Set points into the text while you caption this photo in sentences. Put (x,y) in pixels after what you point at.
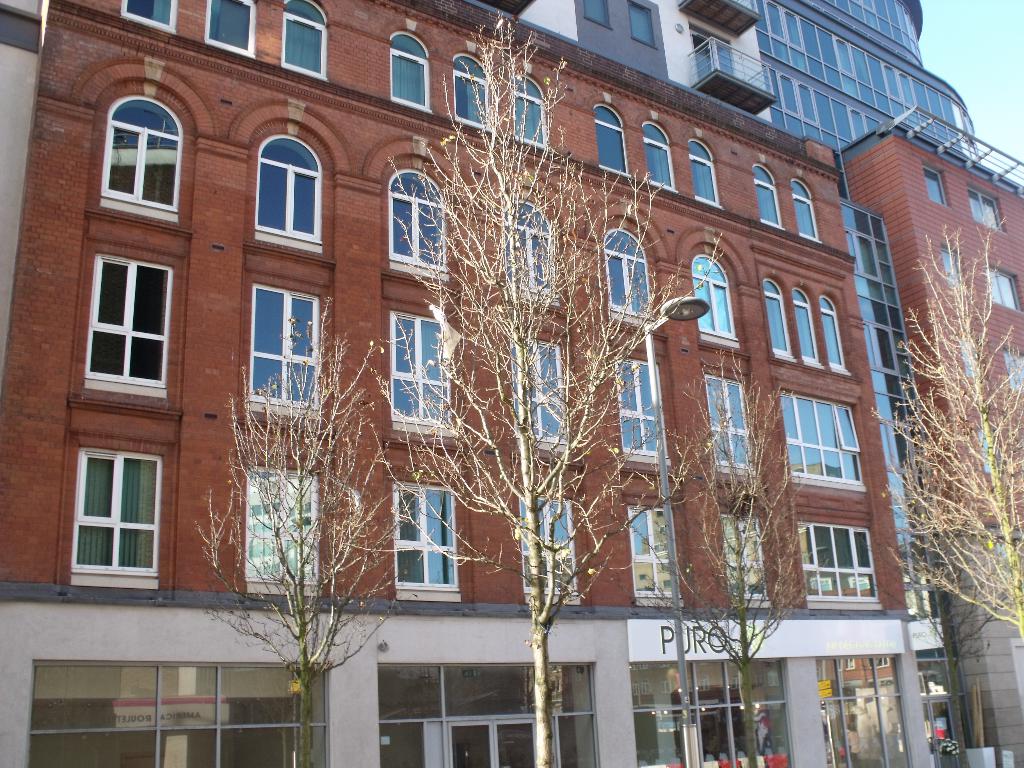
In this picture there are buildings (469,186) in the center of the image (609,395) and there are trees (1007,520) in front of the buildings (254,519).
